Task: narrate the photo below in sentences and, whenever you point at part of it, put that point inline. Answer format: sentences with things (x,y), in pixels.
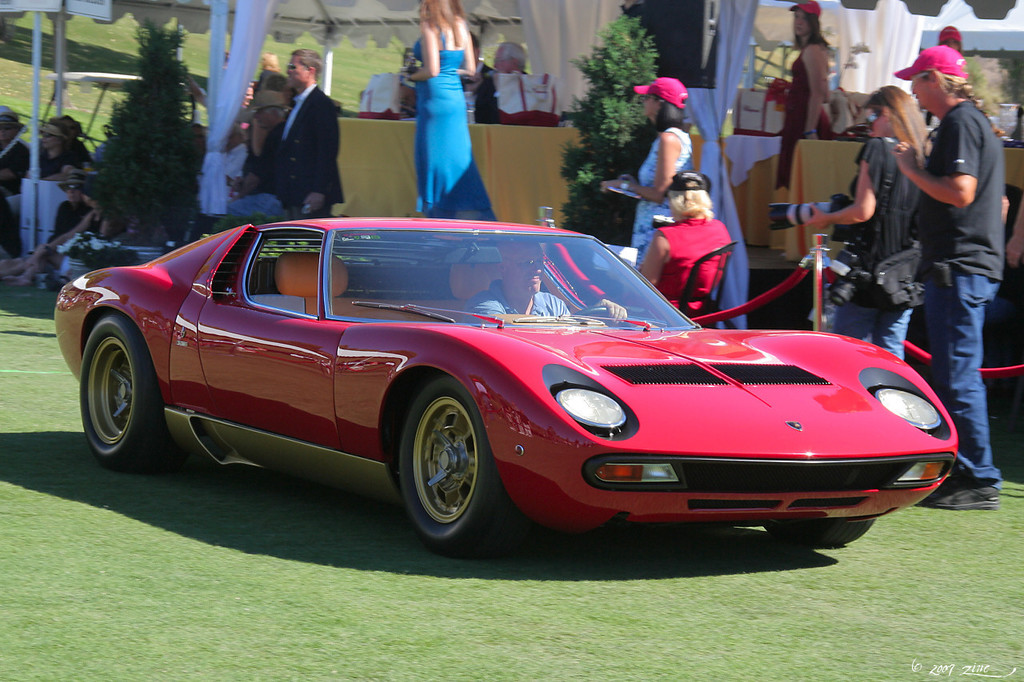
In the picture there is a red car (275,381) and a man (516,276) in it on a grass field (129,573), at background (679,247) there are few people (430,187) sat and walking and over the background (545,66) there is tent (573,51), tables (489,166). There are several plants (567,162) on the background (594,118).
